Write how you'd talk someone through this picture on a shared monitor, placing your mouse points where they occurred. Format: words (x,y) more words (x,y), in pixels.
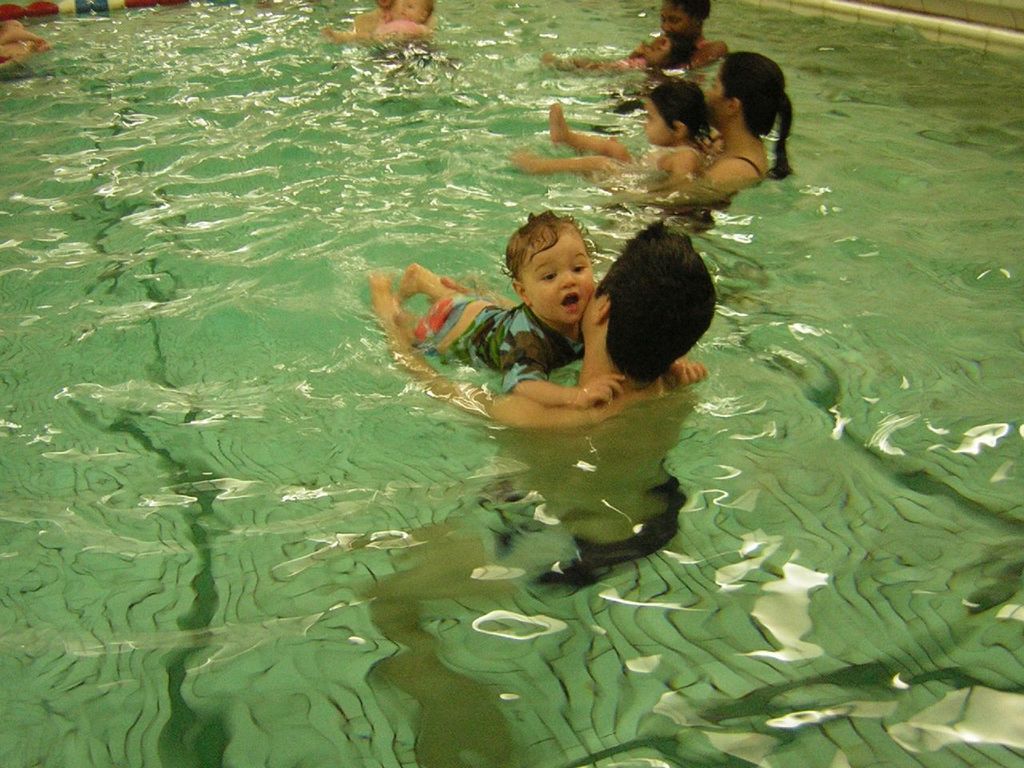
In this picture few people (491,400) swimming holding babies (532,292) in their hands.
